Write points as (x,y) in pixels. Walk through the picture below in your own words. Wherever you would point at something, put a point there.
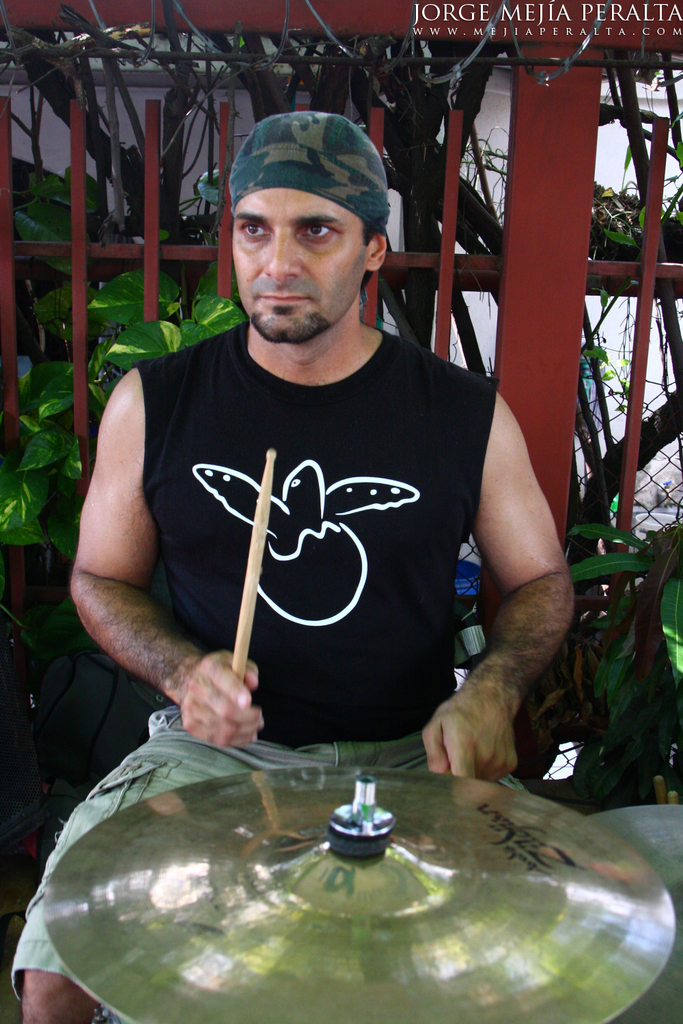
In this image we can see a person (251,699) sitting and holding a stick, in front of him we can see a musical instrument (400,785), in the background (161,151) we can see plants (597,361), fence (573,198) and the wall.
